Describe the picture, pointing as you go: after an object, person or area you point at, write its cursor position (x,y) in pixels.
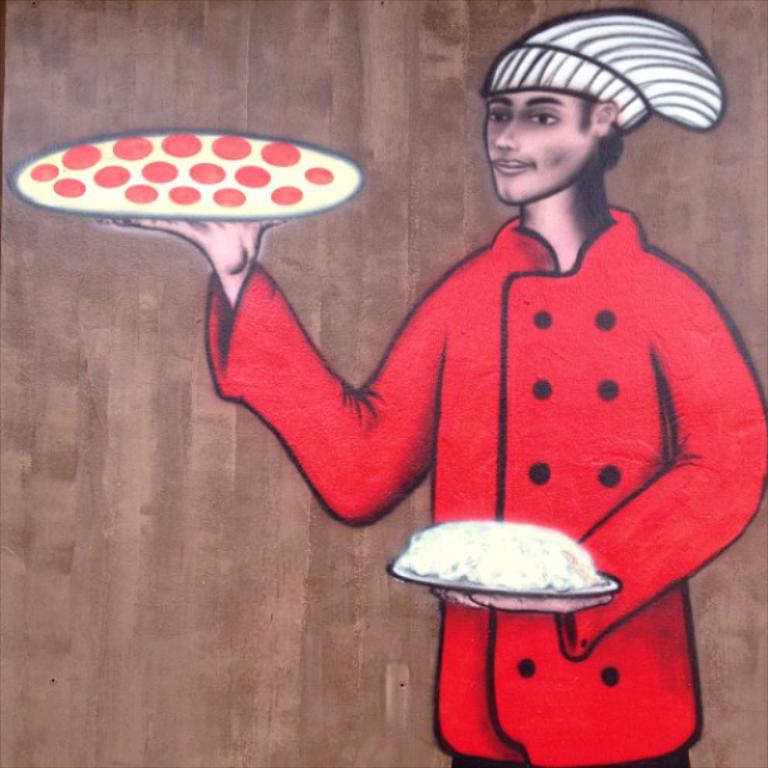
In this image I can see the painting (430,407) of the person (475,486) on the brown color surface (277,455). I can see the person (397,419) is wearing the red color dress (486,345) and holding the plates (169,216) with food (443,559).
